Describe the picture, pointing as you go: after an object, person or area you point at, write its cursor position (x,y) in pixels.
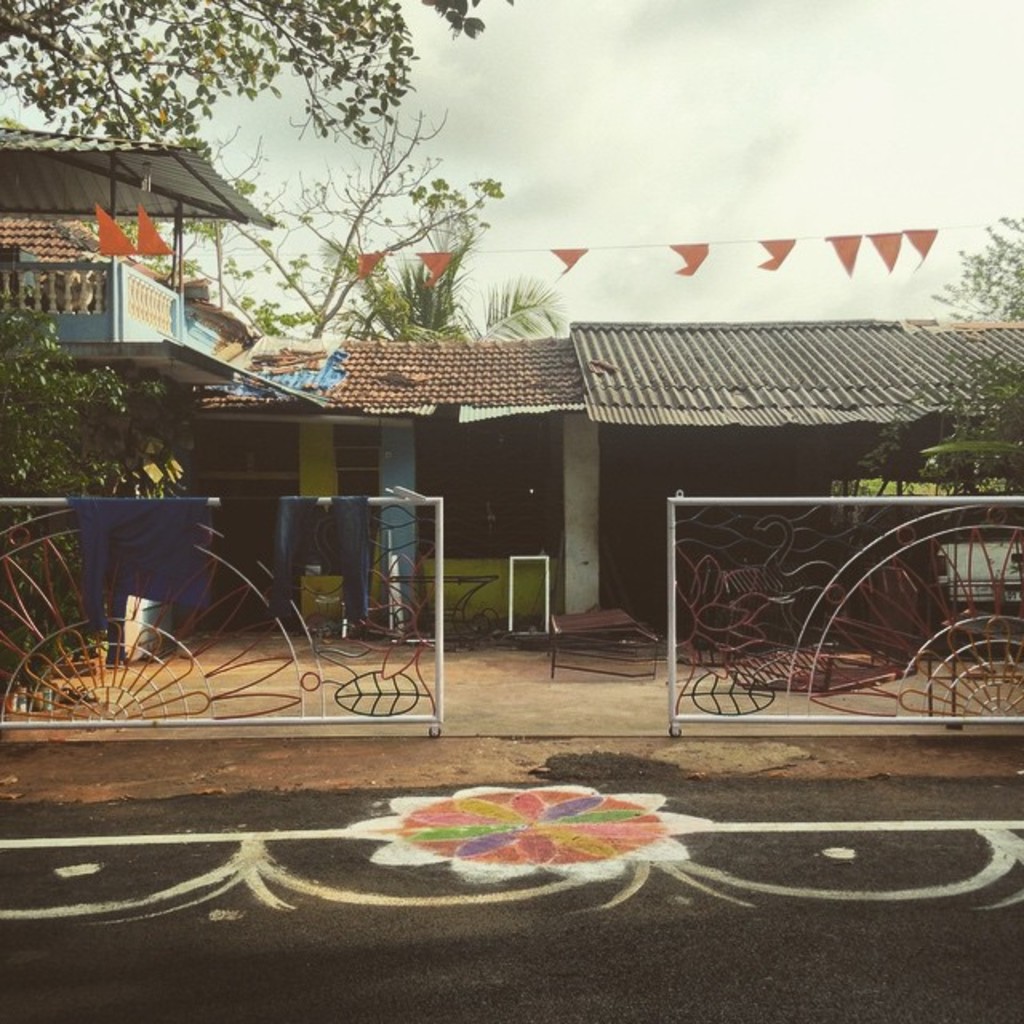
In the foreground of the picture (494,990), there is a road (574,886) and a rangoli (564,850) on it. In the middle (384,596), there are few clothes (171,521) on a gate (674,586), bunting flags (147,242), a house (176,277) and the trees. At the top (779,48), there is the cloud (744,55).
